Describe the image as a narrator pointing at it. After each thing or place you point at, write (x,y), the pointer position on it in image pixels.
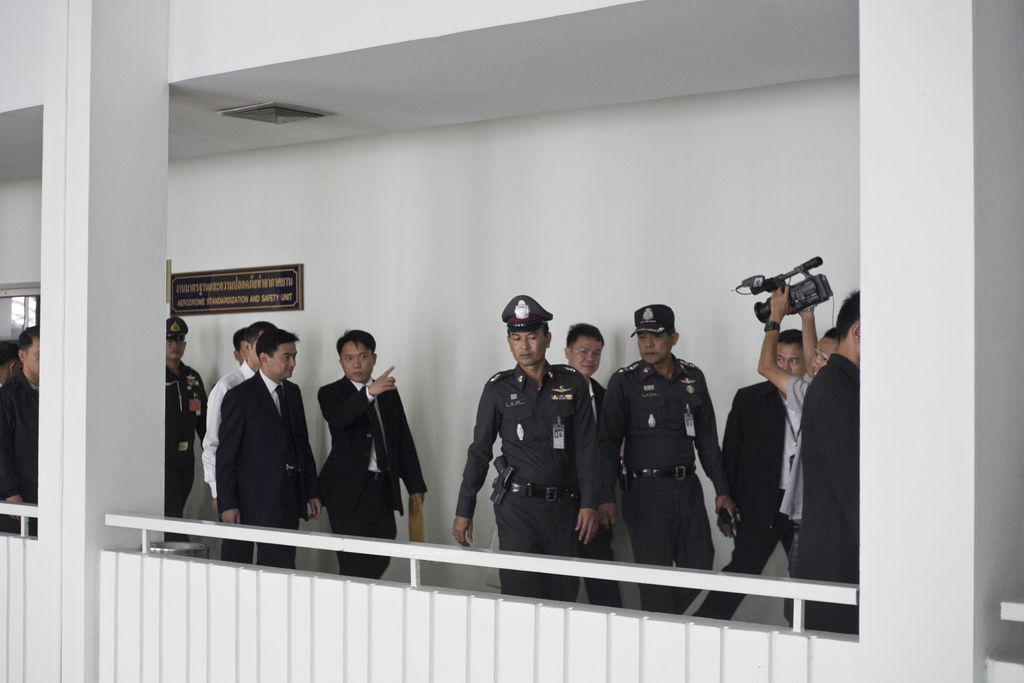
In this picture we can see a group of people (288,502), pillars (89,398), fence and a person (771,338) holding a camera (820,296) with hands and in the background (250,296) we can see a name board (258,285) on the wall (367,177) and some objects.
